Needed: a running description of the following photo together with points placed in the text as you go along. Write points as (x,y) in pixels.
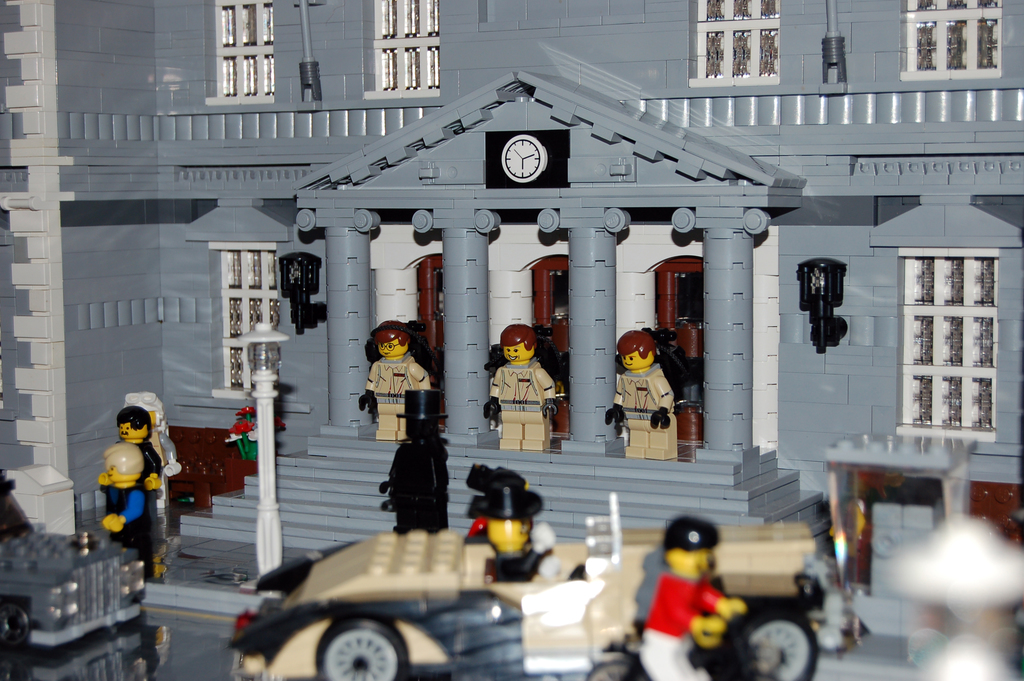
In this image there is a toy house (209,279) made with building blocks (430,247). At the bottom of the image (59,587) there are two toy vehicles (404,595) and in this image there are many toys (117,526).
